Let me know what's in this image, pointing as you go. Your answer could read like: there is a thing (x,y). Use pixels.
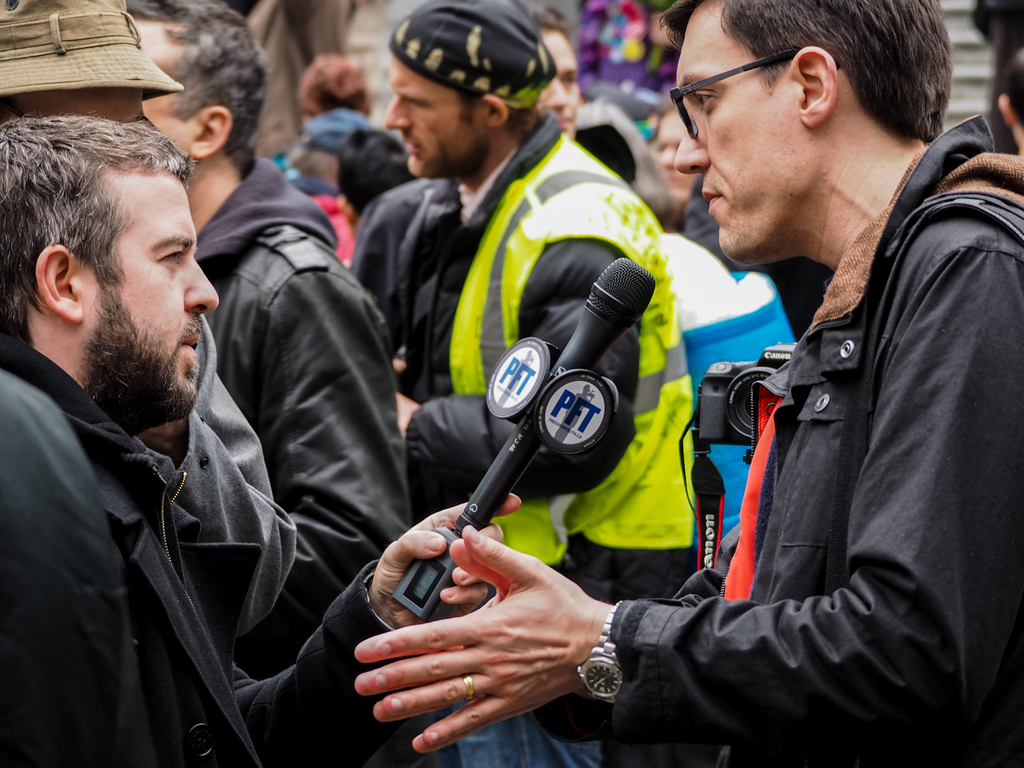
In this picture we can see there are groups of people (529,618) standing on the path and a person (442,514) is holding a microphone (540,423).
